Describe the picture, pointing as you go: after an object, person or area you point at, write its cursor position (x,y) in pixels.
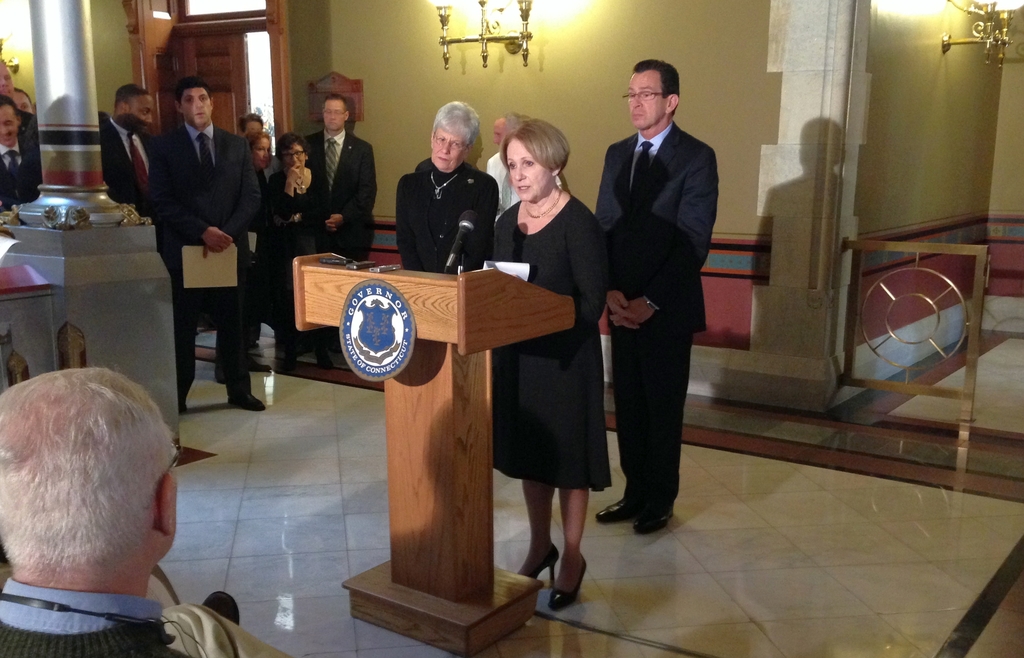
In this image there are people (168,241) standing. In the center (572,277) there is a woman (579,262) standing at the podium (451,377). There is a microphone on the podium (443,401). There is a logo (378,343) on the podium (430,342). Behind them there is a wall (681,17). To the left (283,69) there is a door (214,61) to the wall (345,46). There are lamps (483,19) on the wall (964,28). There is a pillar (75,192) to the left of the image (32,246).
